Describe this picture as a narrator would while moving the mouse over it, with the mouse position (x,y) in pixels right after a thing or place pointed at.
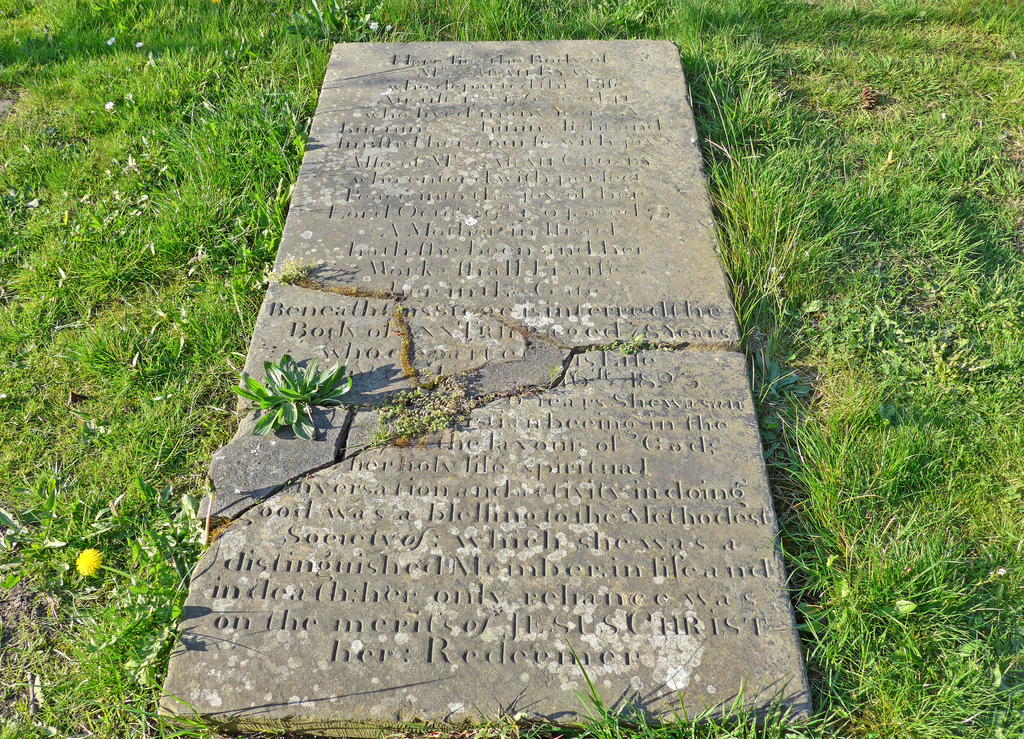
In this image I can see the memorial (395,390) on the green grass (236,372). I can see the memorial (463,345) is in ash color.
